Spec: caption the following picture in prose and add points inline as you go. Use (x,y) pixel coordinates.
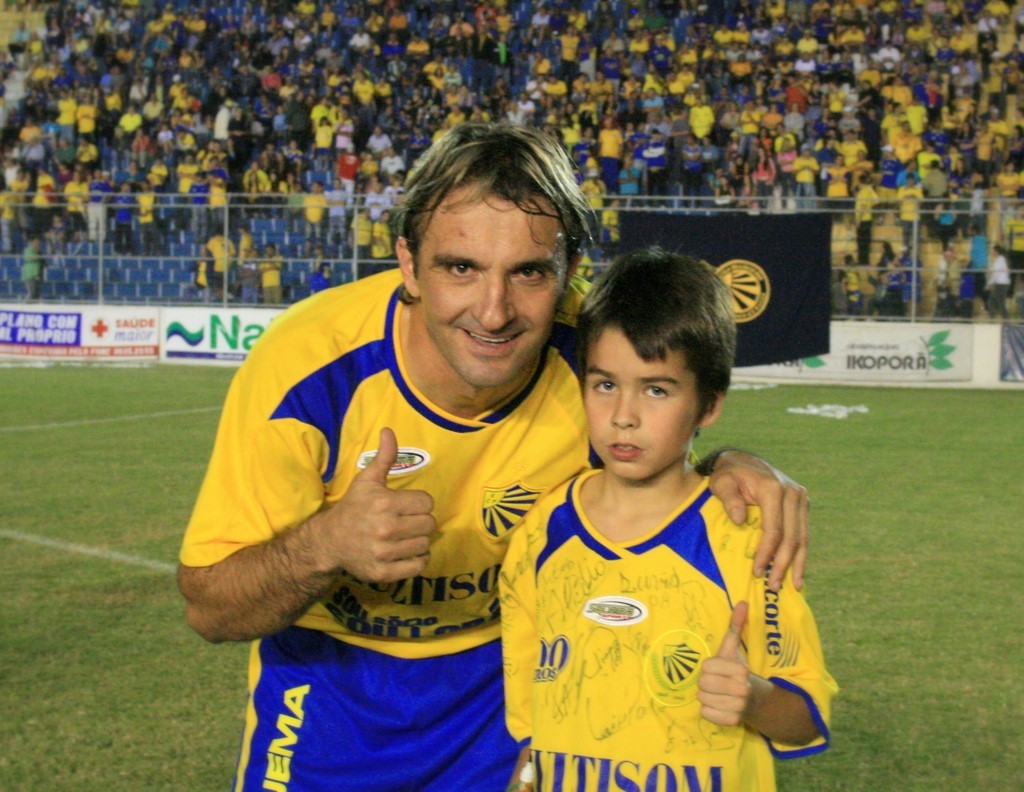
In this picture we can see a man (241,431) and a boy (712,696). Some grass (751,449) is visible on the ground (939,509). We can see a black cloth (826,219). There are few posters (23,349) from left to right. Many people (307,64) are visible in the background (70,236).
